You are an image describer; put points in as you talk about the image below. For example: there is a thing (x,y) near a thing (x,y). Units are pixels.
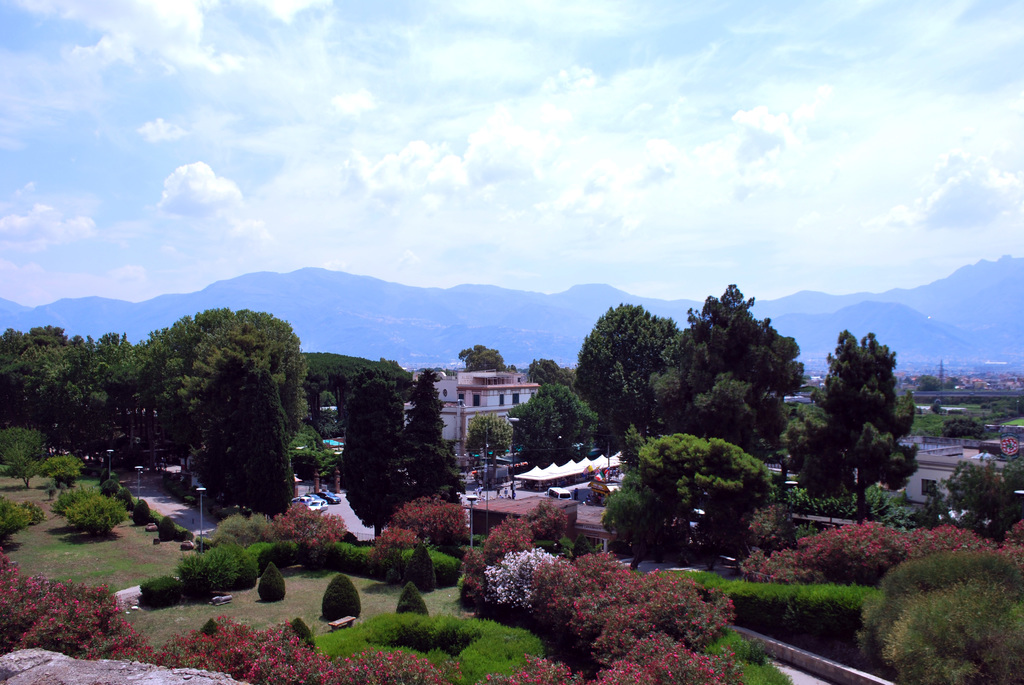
In this image we can see an aerial view. In the aerial view there are buildings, street poles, street lights (512,488), bushes (598,565), trees (642,514), plants (943,429), roads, sheds (542,481), motor vehicles (320,502) on the road (333,505), hills (501,308) and sky (599,194) with clouds (289,215).
